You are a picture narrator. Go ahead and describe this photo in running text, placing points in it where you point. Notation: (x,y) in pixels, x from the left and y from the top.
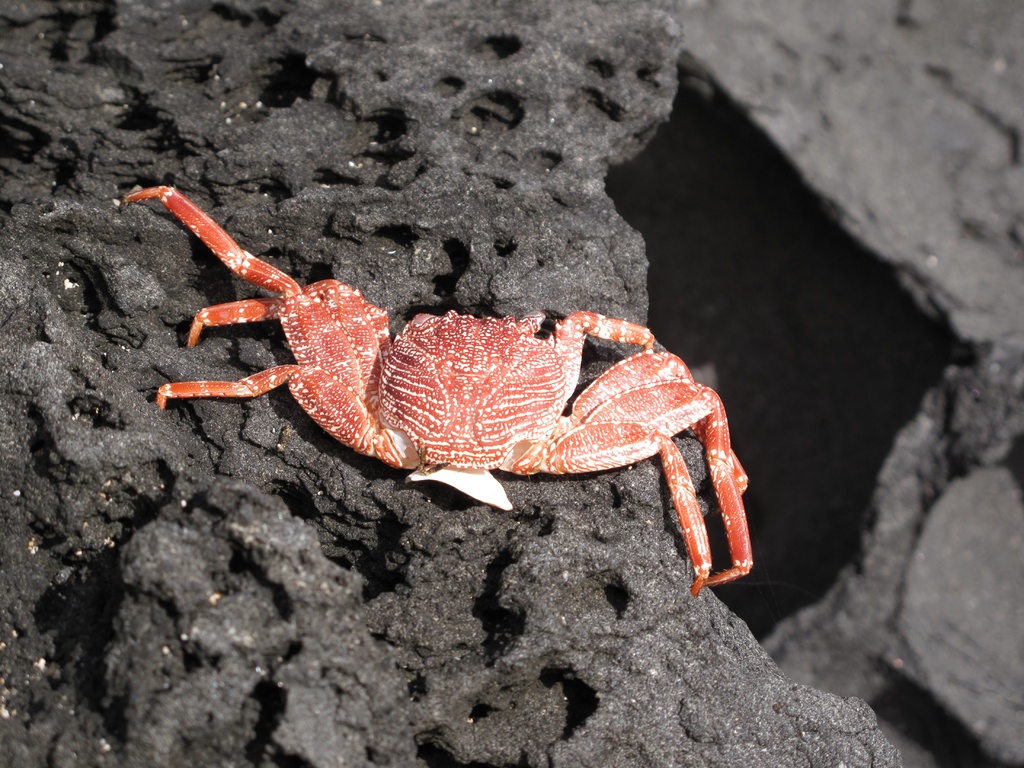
In this image we can see an orange color crab (334,407) is on the black color rocky surface (340,571).
